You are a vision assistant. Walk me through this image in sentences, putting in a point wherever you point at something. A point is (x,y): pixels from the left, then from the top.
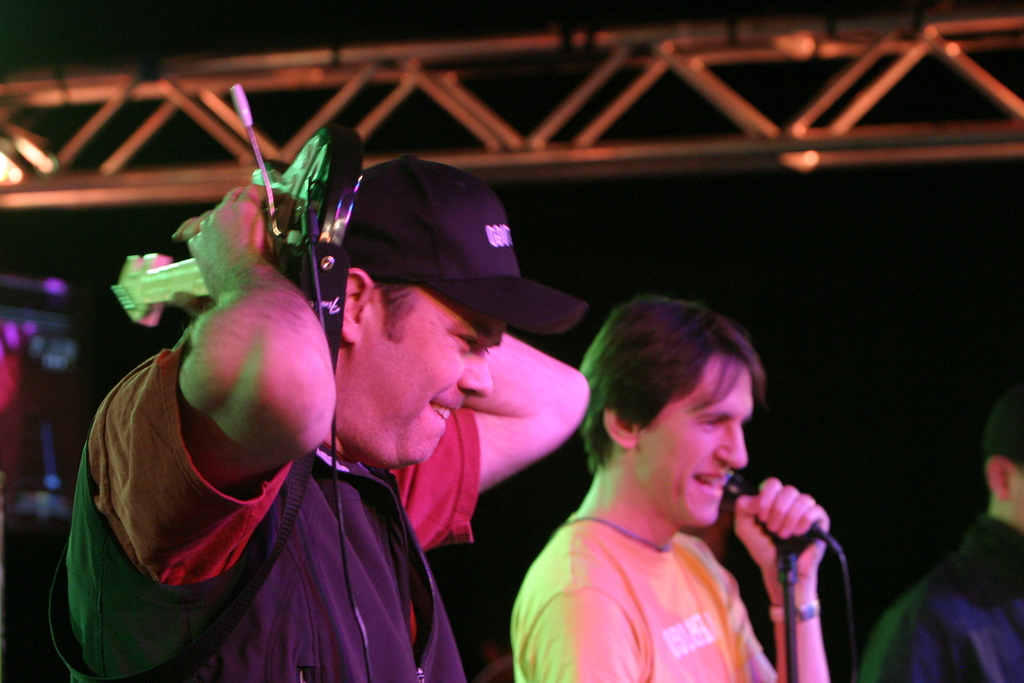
At the right side of the picture (778,492) we can see one man (668,652) standing and singing by holding a mike (798,543) in his hand (769,505). Here we can see one man (407,392) wearing a black cap (455,248) holding a musical instrument (326,212) in his hand (224,262).
